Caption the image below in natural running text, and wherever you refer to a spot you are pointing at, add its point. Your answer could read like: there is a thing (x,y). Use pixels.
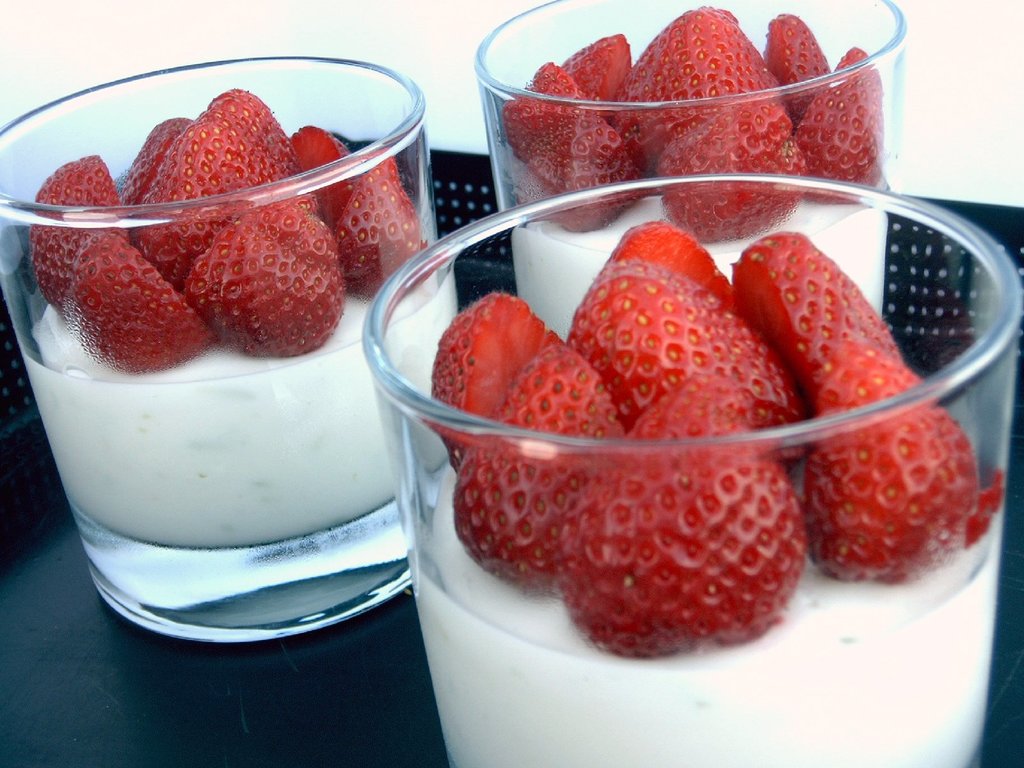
In this picture there are glasses (405,505), strawberries (544,466) and a drink (351,339). The glasses (268,592) are placed on a black surface (19,582).
